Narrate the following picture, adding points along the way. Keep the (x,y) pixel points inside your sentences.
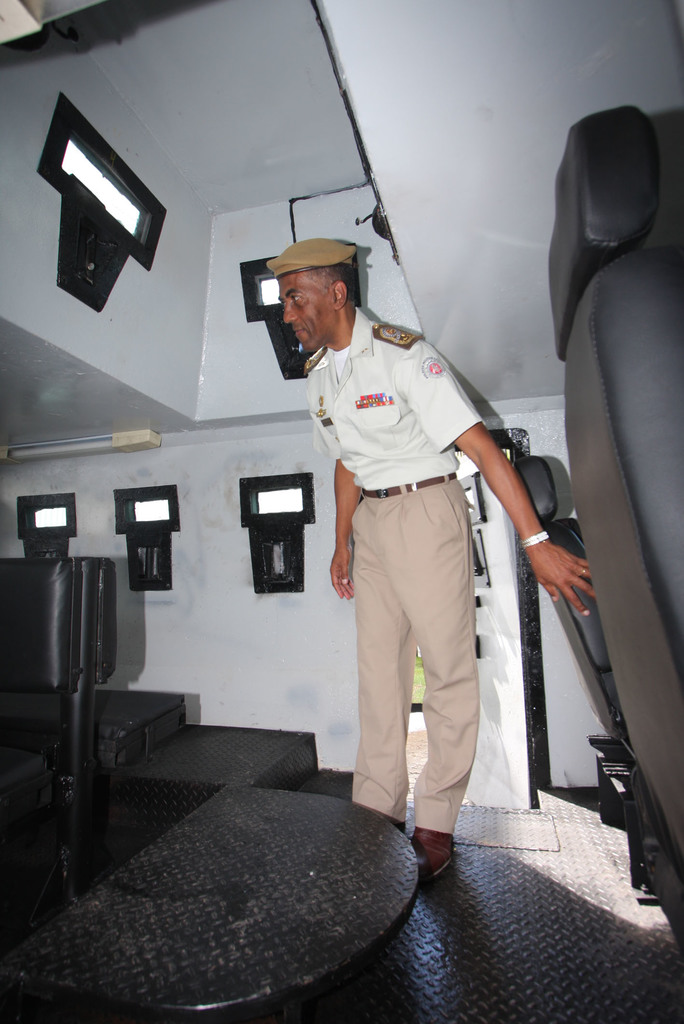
The picture taken inside a vehicle (328,612), a person (448,394) is standing beside the seats (589,581), he is wearing white shirt (427,463) and a hat (320,266).
